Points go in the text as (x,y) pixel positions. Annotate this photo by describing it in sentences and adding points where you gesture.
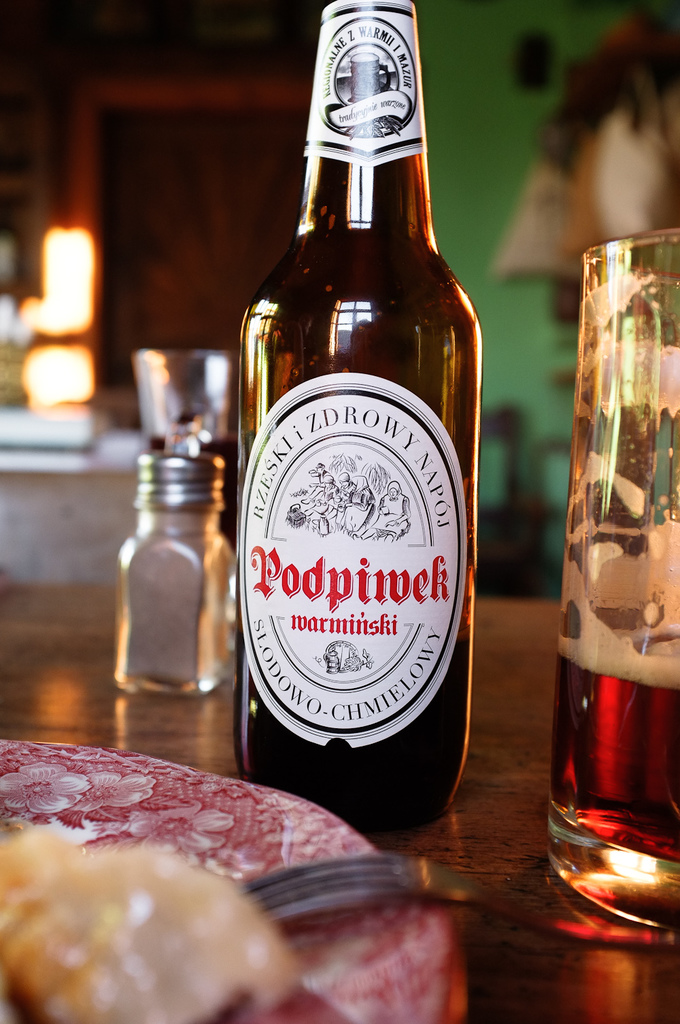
In the picture, there is a table (392,848) on the table (503,874) there is a bottle (302,320) beside the bottle (402,152) there is a shaker (184,469), to the right (637,360) there is a glass (616,455) and some drink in the glass (626,369), there is a red color plate (264,812) front of the bottle (351,781) in the background (471,170) there is a green color wall (499,88).
